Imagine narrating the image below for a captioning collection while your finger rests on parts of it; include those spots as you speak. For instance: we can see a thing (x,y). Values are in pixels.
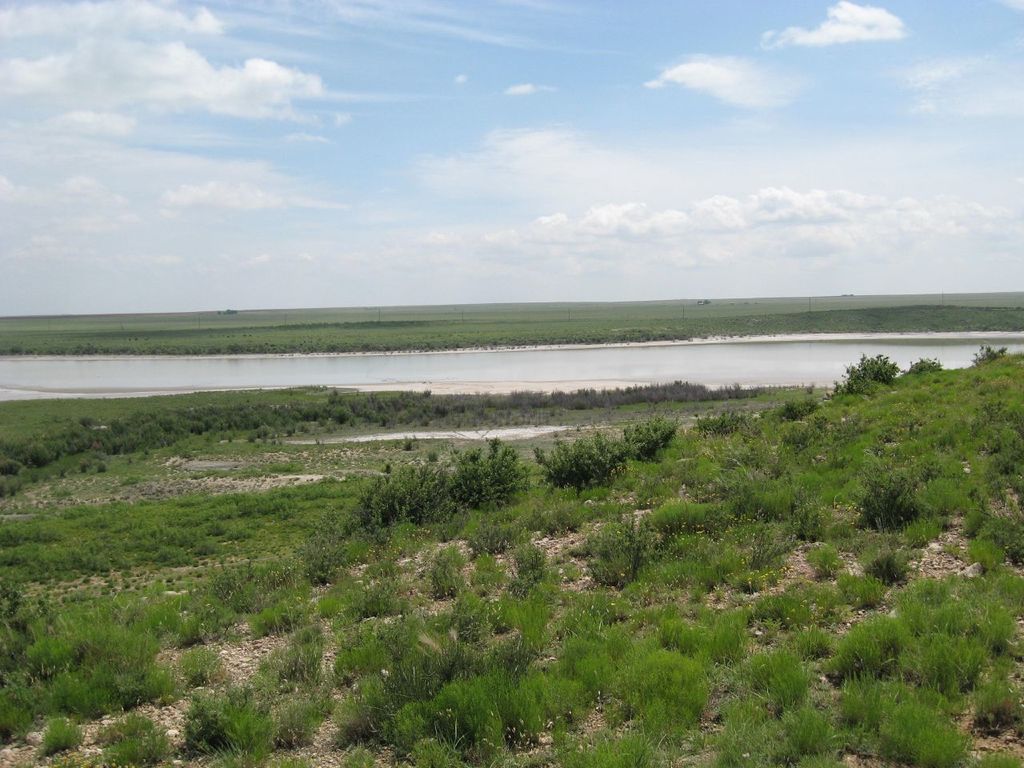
In this image I can see trees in green color, background (888,257) I can see water (543,376) and the sky (673,210) is in blue and white color.
